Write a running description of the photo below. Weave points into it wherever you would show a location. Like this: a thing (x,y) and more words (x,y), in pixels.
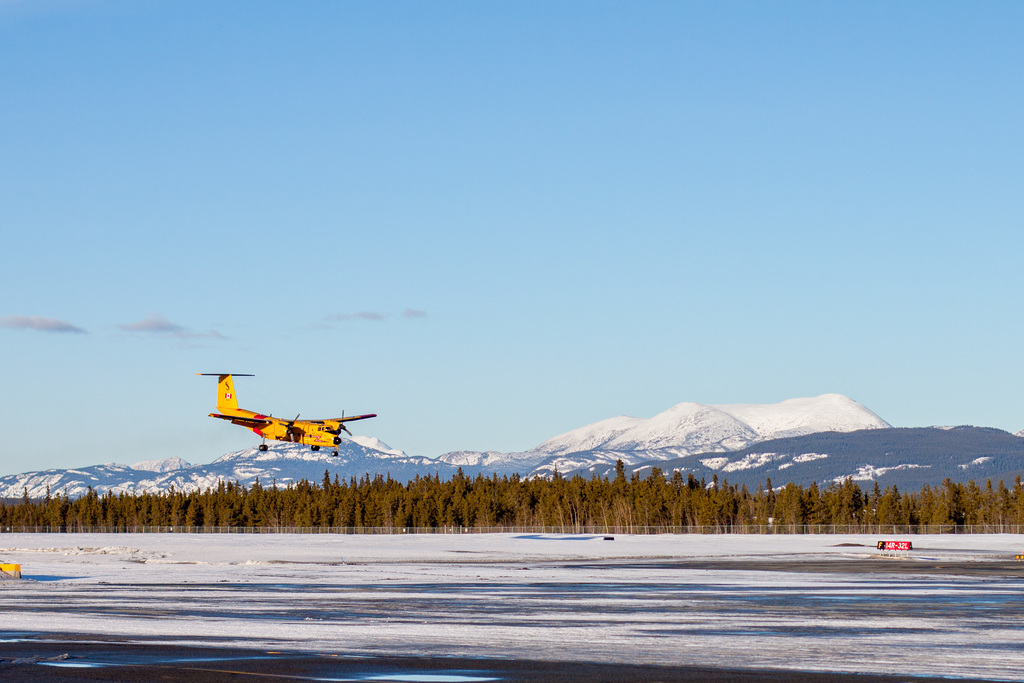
In this image there is an aircraft (276,424) at the bottom (223,615) there is snow land (476,607), in the background (296,501) there are trees (521,497) mountains (605,461) and the sky (723,206).
